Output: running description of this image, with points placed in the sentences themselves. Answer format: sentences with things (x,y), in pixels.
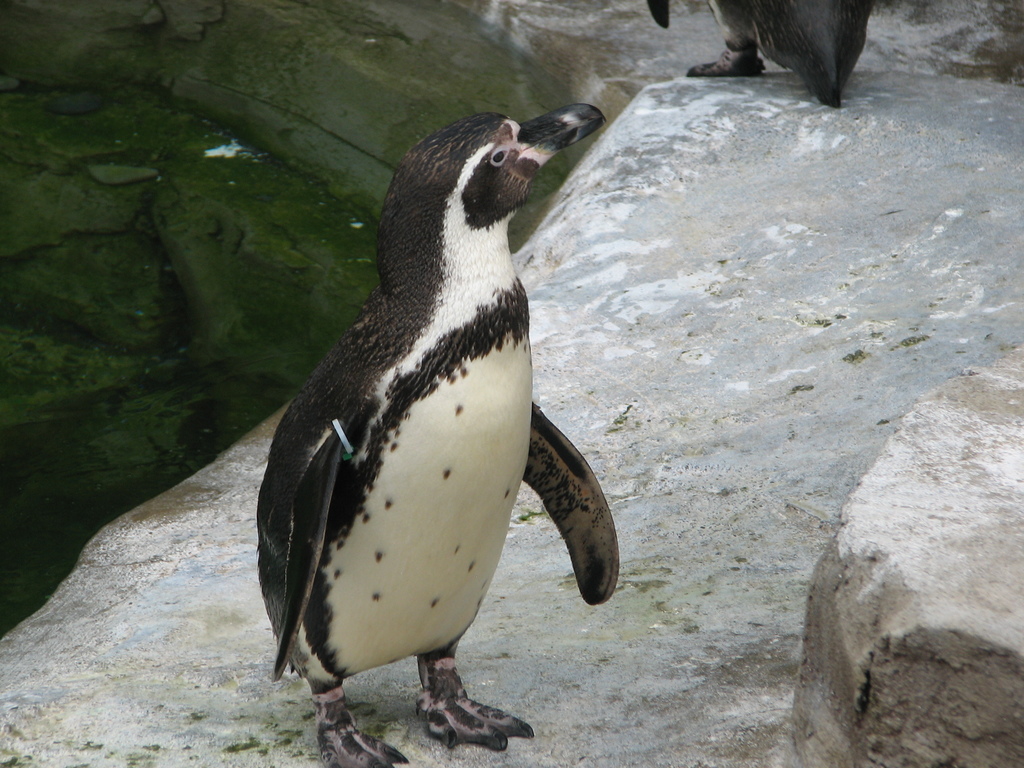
In this image, there are penguins (796,54) on a rock (771,276).
